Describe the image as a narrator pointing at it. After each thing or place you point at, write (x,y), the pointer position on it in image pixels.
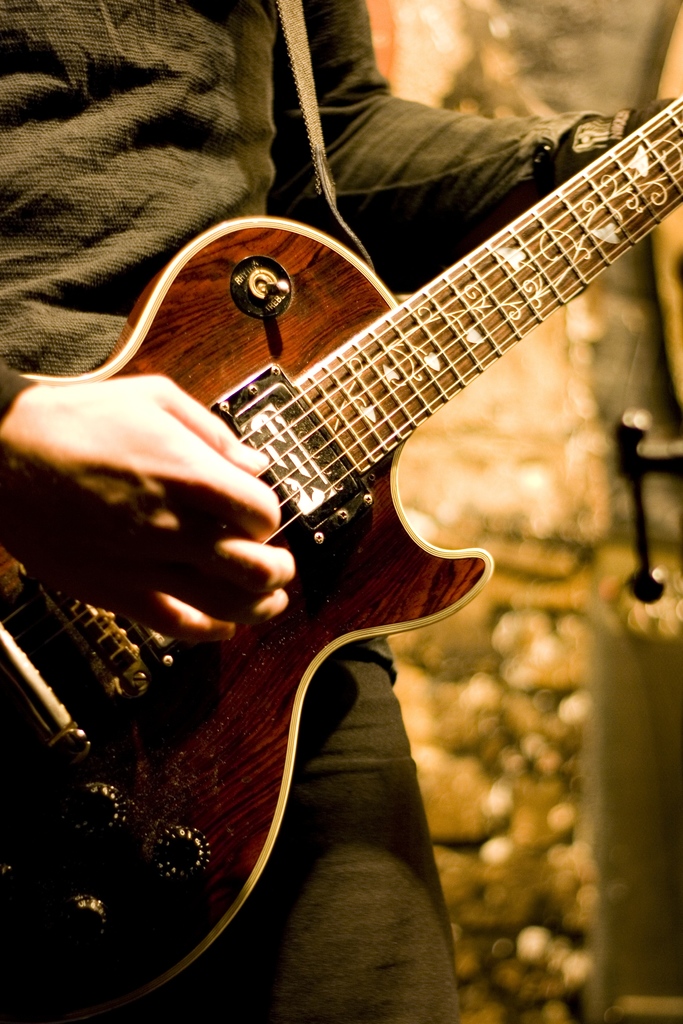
In this image there is a person (424,858) holding a guitar (666,161).
